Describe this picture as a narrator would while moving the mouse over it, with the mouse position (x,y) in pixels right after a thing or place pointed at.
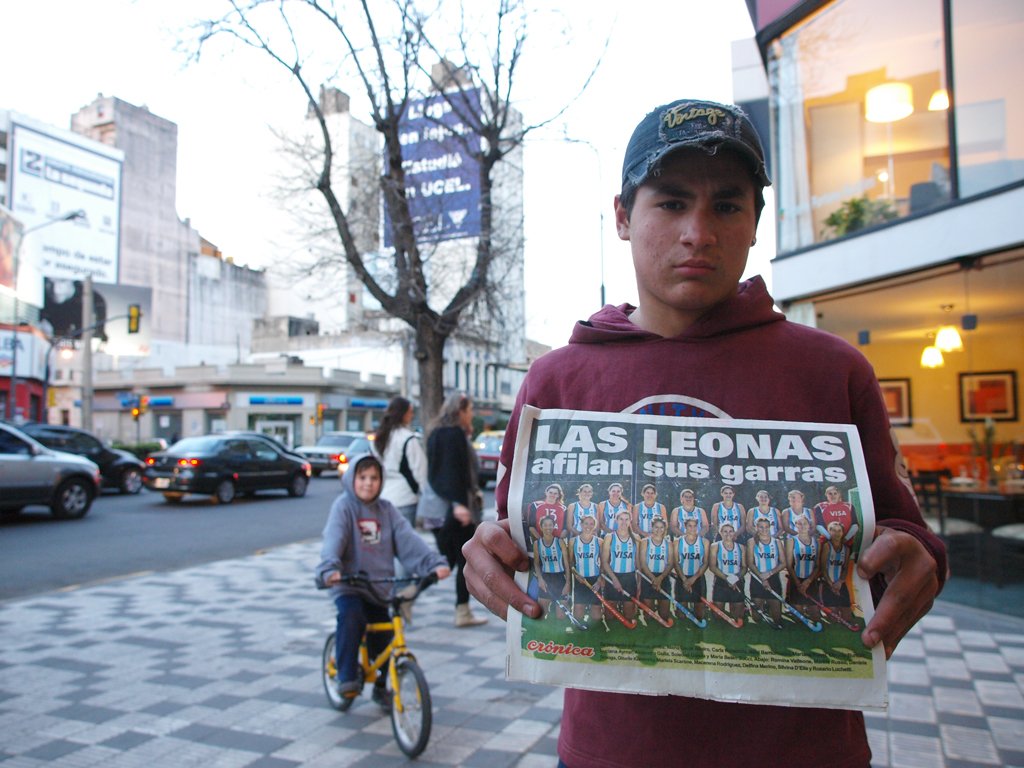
A boy (682,369) is standing with a poster (658,555) in his hand (876,628) on a footpath (316,751). There are few people (374,501) behind him. some cars (248,465) are passing on the road (118,504).
